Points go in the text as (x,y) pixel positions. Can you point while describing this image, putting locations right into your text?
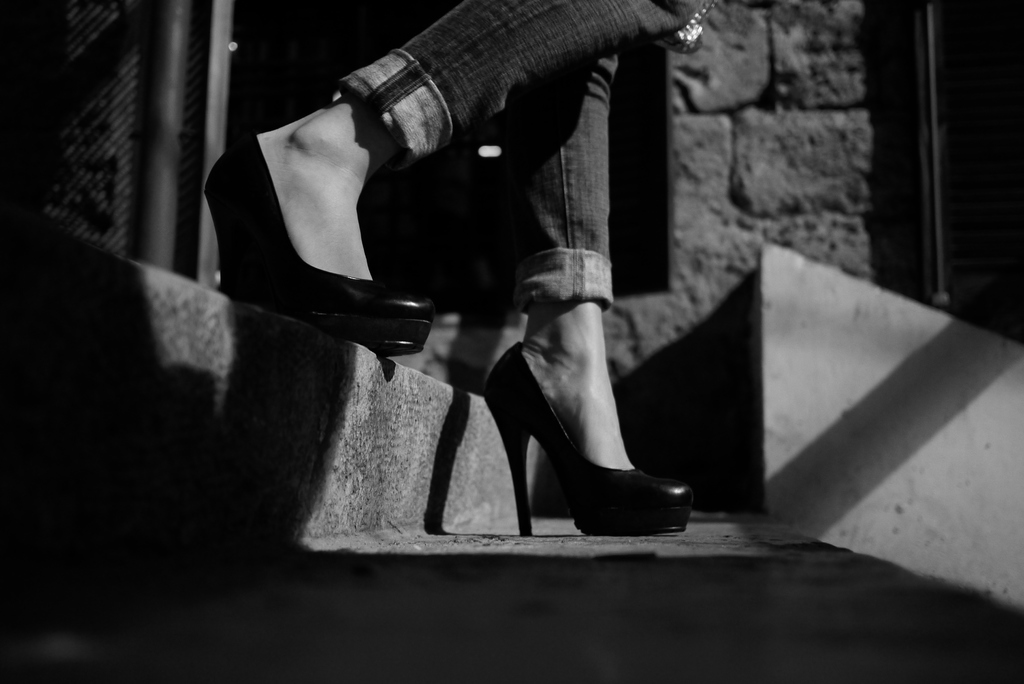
In this picture we can see a person's legs (547,166), on the left side (228,474) there is a stair (219,494), we can see a wall (770,153) in the background (772,108), it is a black and white image.
